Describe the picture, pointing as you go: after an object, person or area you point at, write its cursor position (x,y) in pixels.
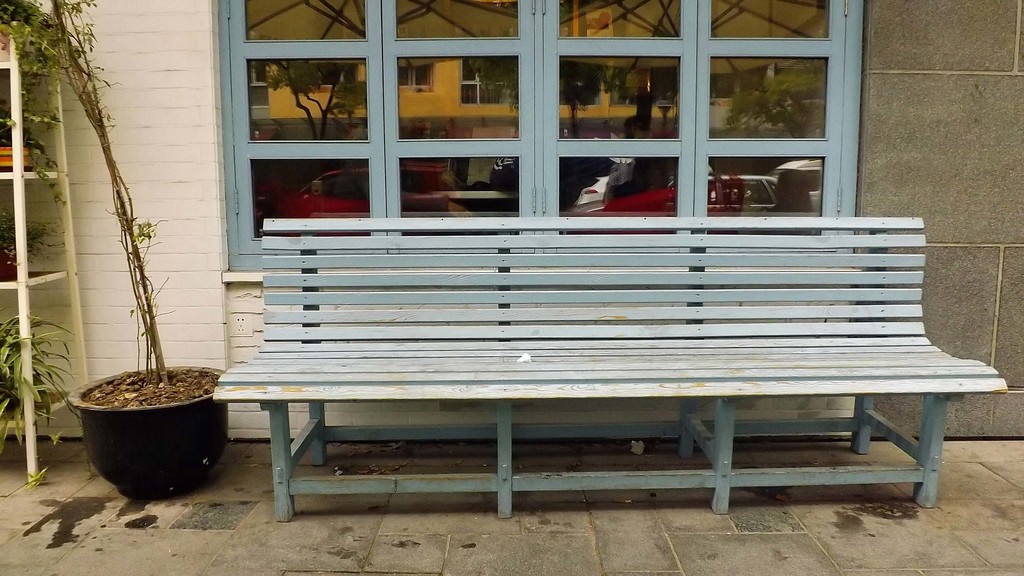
This picture shows a wooden bench (646,482) and we see a glass window (781,201) to the wall (1000,311) and a plant (149,350) in the pot (103,449) and few plants (46,53) in the metal rack (14,60) and we see a reflection (367,162) of a building (434,100) and few cars (776,175) from the window glass (400,124).
